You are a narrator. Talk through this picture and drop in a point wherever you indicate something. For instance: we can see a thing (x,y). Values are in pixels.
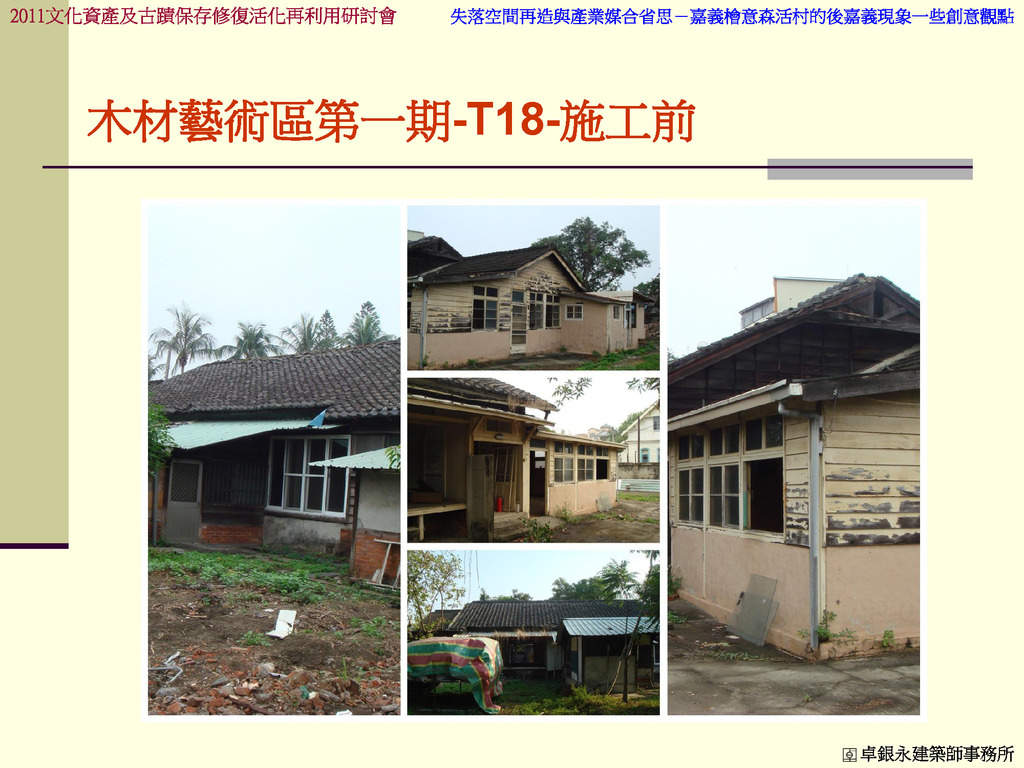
In this image I can see few houses (732,579), windows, trees (180,353), grass (616,712), glass pieces (752,627) and few objects (490,690) on the ground (713,695). The sky (261,290) is in white and blue color.
